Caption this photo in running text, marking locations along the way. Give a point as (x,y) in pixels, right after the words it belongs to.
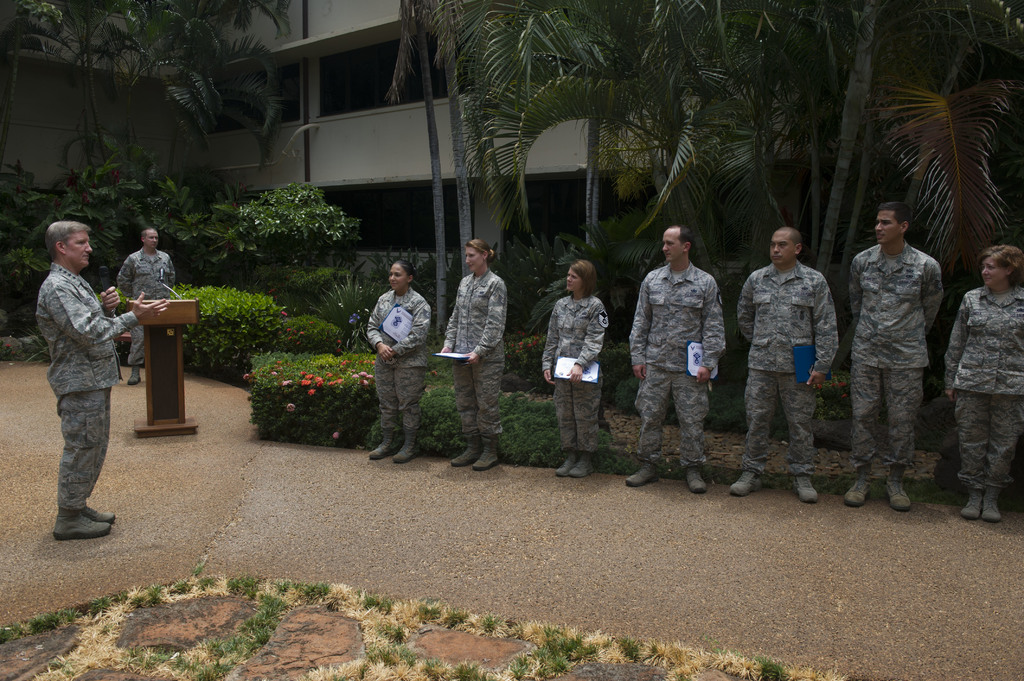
In this image few persons (1014,422) are standing on the path (209,497). They are wearing uniforms (1010,402). Few persons (488,403) are holding files (400,337) in their hands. There are few plants (275,398) having flowers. Background (621,73) there are few trees (209,129). Behind there is a building (345,146). Bottom of image (274,616) there are few rocks (327,636) having grass (374,641).
